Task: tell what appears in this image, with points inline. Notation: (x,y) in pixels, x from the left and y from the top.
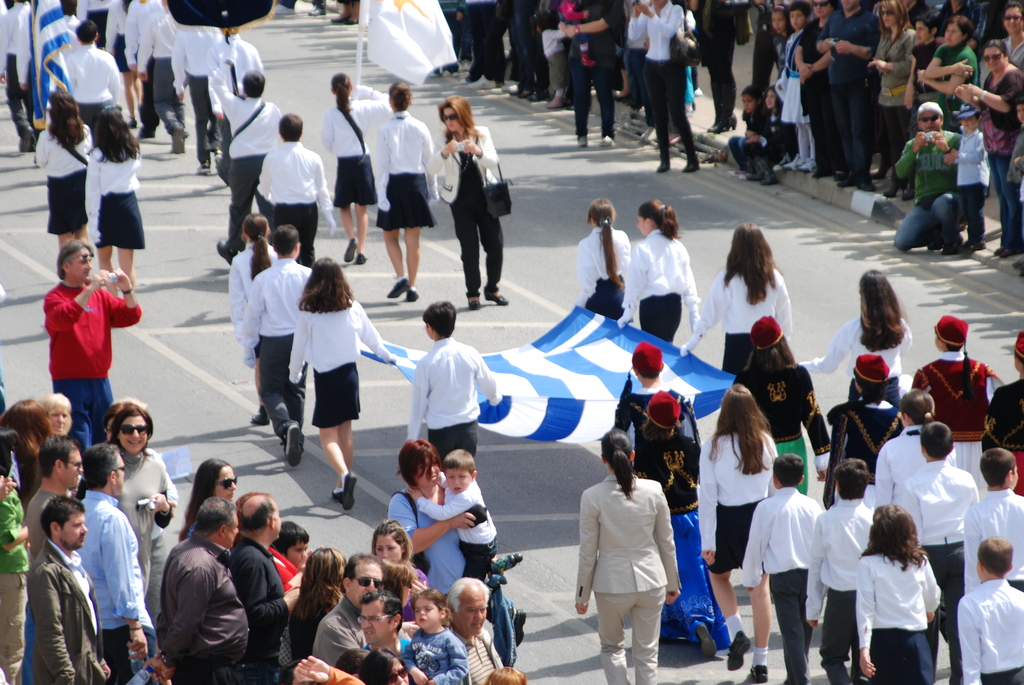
Here in this picture we can see number of people (245,115) walking on the road (186,168), as they are holding flags (565,329) in their hands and beside them on either side we can see people (12,526) standing and watching present over there.
